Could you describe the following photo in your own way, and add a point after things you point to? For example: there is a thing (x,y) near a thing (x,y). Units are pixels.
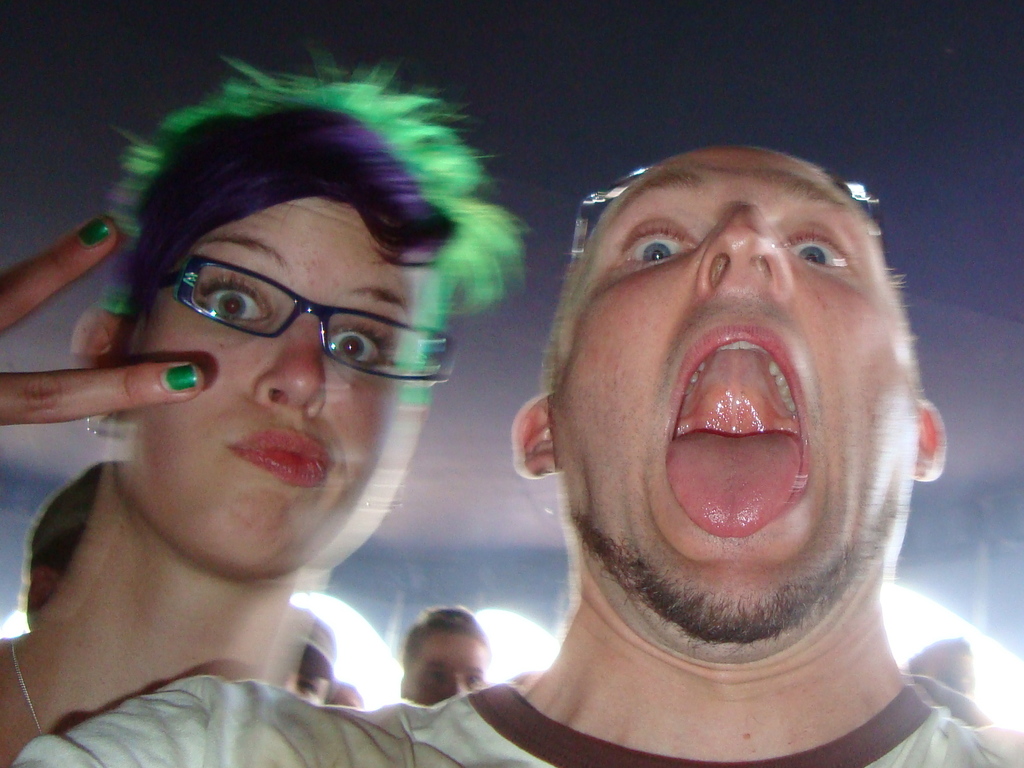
On the right side (690,441) there is a man (641,428). It seems like he is shouting. On the left side (113,517) there is a woman (166,491) giving pose for the picture. In the background (429,639), I can see some more people (357,693).
